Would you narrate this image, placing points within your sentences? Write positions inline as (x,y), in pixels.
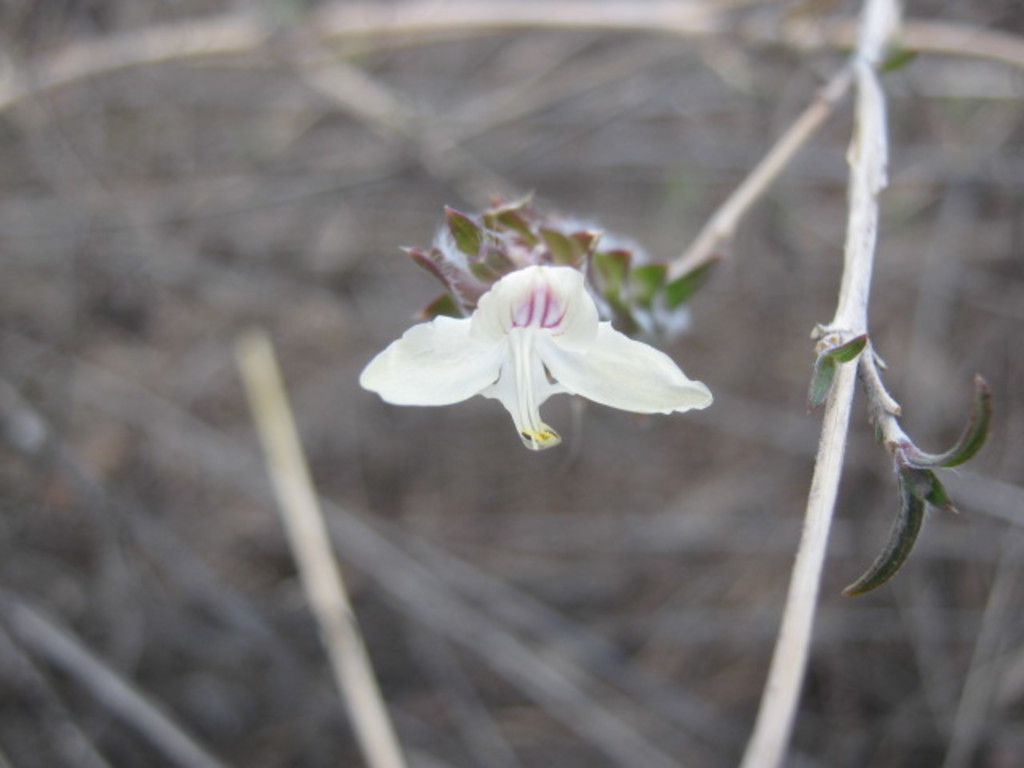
In the center of the image (513,321) we can see a flower (541,311), leaves (602,271). We can also see the stems (850,276) and the background (329,387) is blurred.
